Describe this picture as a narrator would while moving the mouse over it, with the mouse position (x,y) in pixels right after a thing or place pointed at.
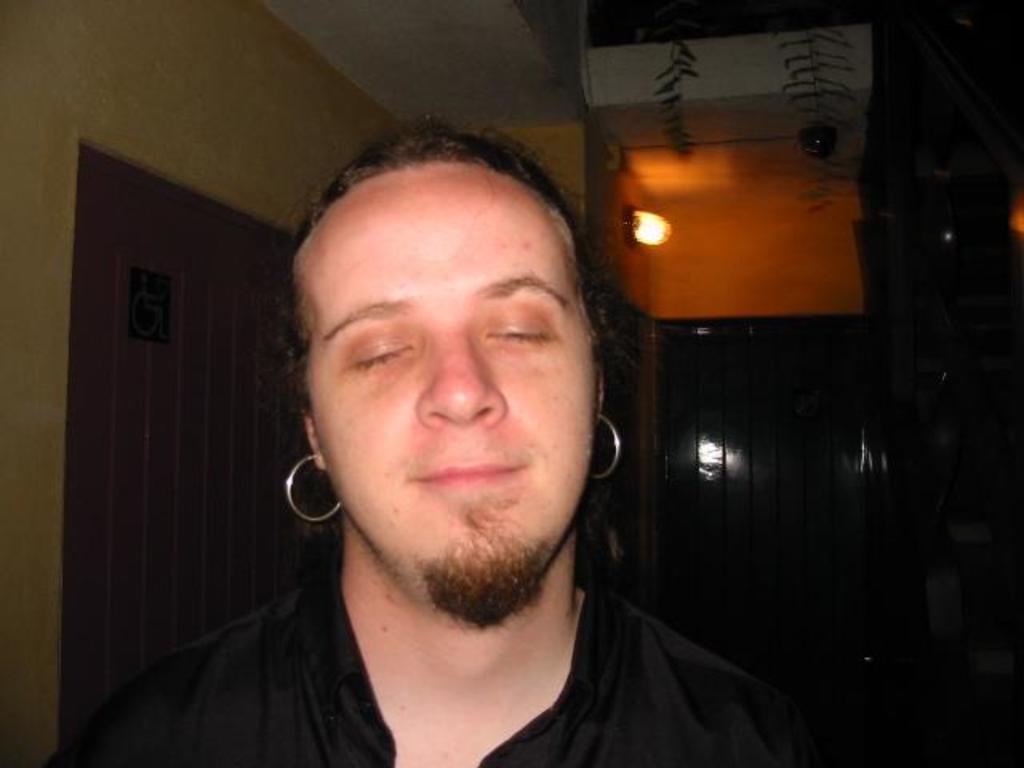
This person (447,562) is smiling and closed his eyes (539,332). Back Side we can see light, sign board (141,275) and wall (297,214).
